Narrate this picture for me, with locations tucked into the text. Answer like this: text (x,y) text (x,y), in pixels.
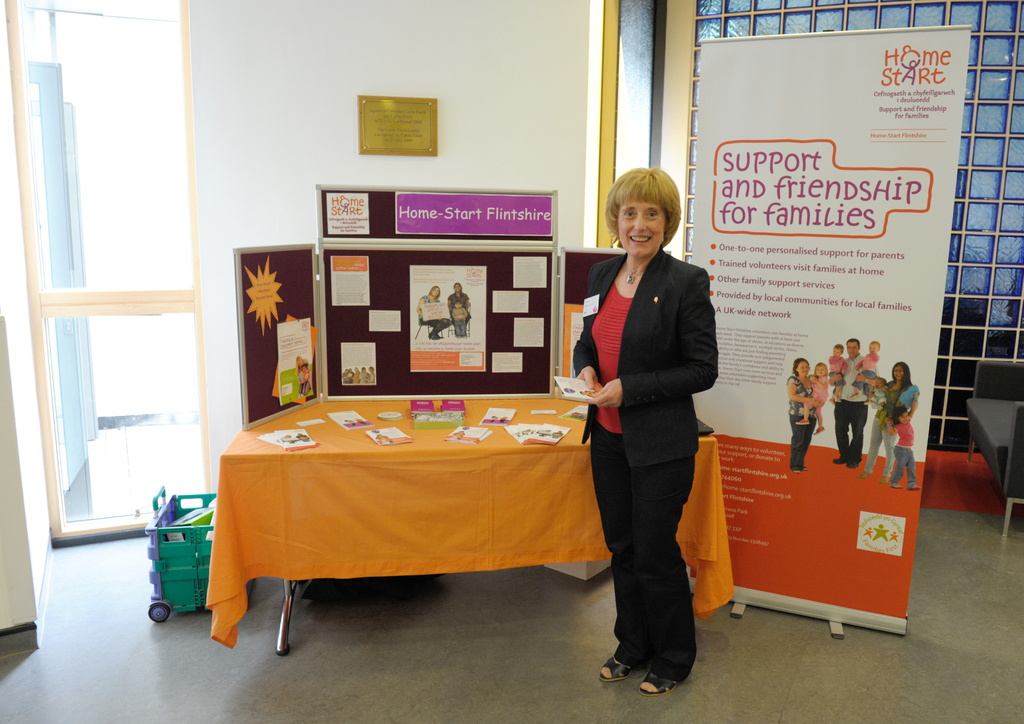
This person (614,405) standing and holding paper (573,394), behind this person (592,419) we can see banner (837,119), wall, board (501,381), posters (526,330), papers (468,428) on the table (400,500). We can see basket (167,594) on the floor (250,664).
